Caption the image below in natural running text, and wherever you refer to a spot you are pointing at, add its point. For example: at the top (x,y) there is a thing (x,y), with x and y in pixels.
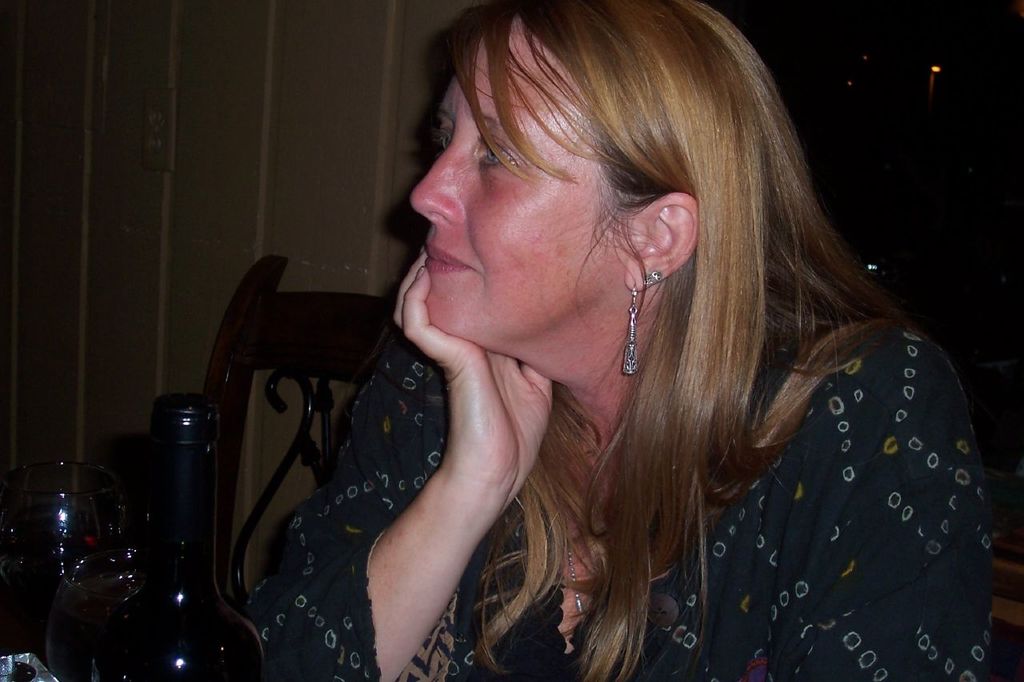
In the center of the image (662,306), we can see a lady (528,376) sitting on the chair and in the background (53,156), there are glasses (83,568) and we can see a bottle (143,657) on the table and there is a wall (57,168) and we can see a light (935,75).
